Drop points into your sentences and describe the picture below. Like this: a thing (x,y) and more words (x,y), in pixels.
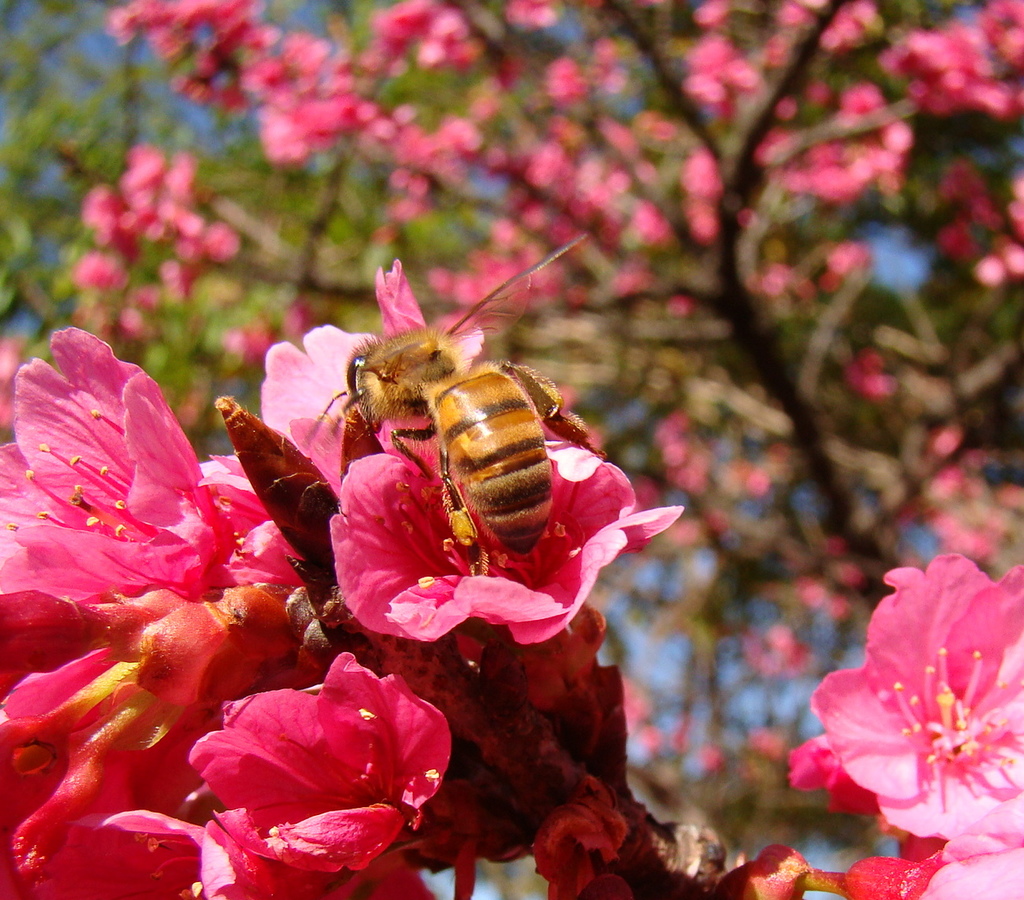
In this image there is a bee (378,351) on the flowers (341,566) of a tree (681,836). In the background (597,286) there are trees (428,180) and flowers (529,180).
